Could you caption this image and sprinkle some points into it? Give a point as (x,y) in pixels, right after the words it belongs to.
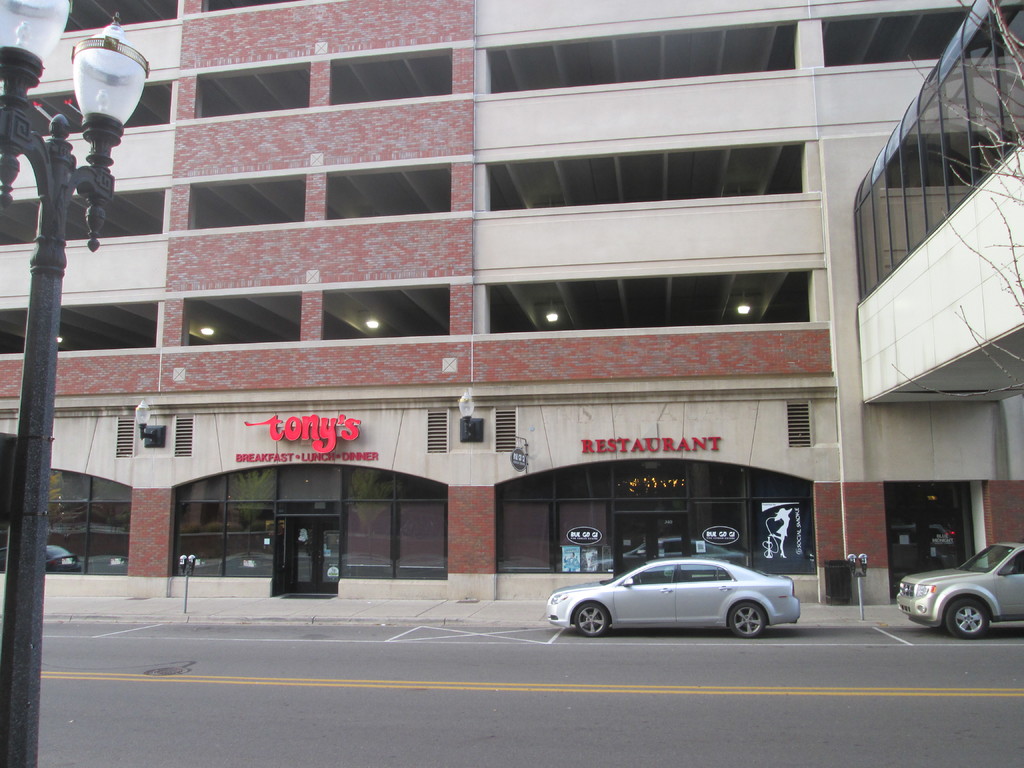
In this image we can see a streetlight (16,687) on the left side of the image (20,583) and there are few vehicles (587,628) on the road (773,640) and we can see a building (532,198) and there is some text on the building (958,406) and we can see a bridge (985,284) on the right side of the image (974,247).
